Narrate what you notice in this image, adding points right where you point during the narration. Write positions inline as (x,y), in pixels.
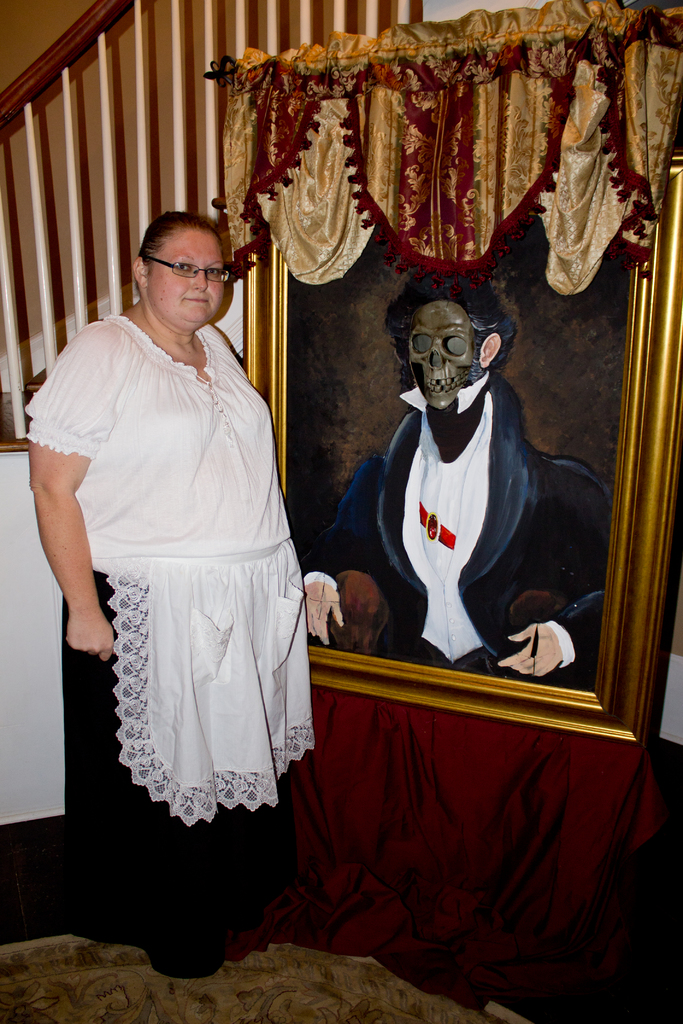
This is the picture of a room (665,624). In this image there is a woman (214,567) standing and there is a painting (437,401) in the frame (675,319) and there is frame (644,585) on the table (347,859) and the table (347,859) is covered with red color cloth (465,745). At the back (34,345) there is a staircase (15,395) and there is a wooden handrail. At the bottom (271,1008) there is a mat (239,1017).
